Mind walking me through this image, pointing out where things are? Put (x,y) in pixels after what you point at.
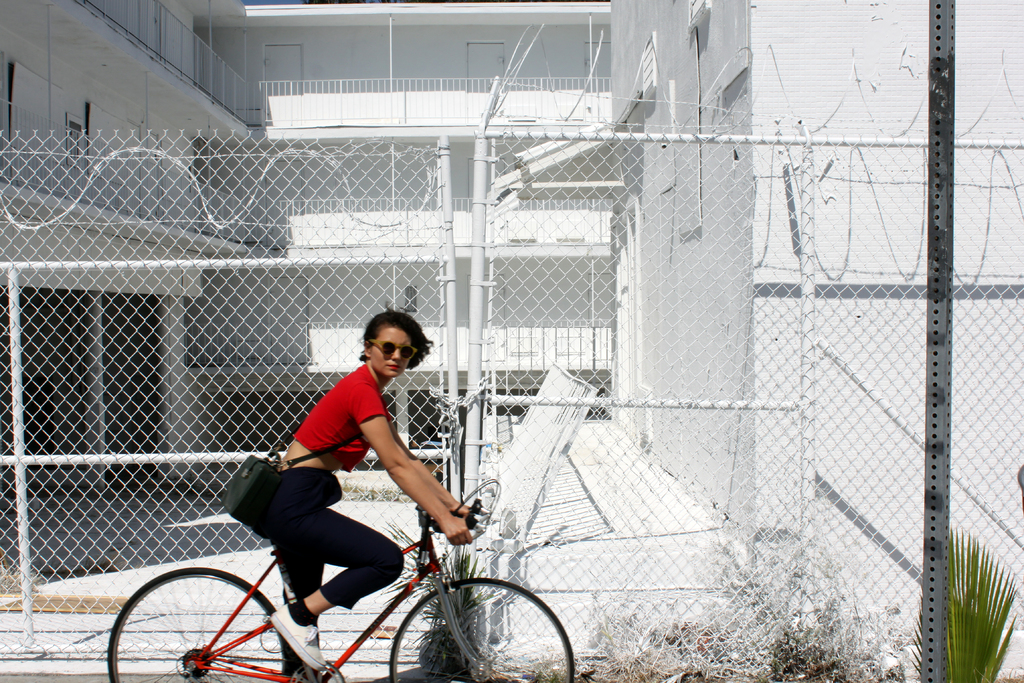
This is a picture were taken in the outdoor, the women (366,548) is riding the bicycle (414,607) the women (328,460) is in red t shirt (340,424) and black pant (336,545). Background of the women (322,442) there is a white color fencing (447,270) and the white color building (82,96).
